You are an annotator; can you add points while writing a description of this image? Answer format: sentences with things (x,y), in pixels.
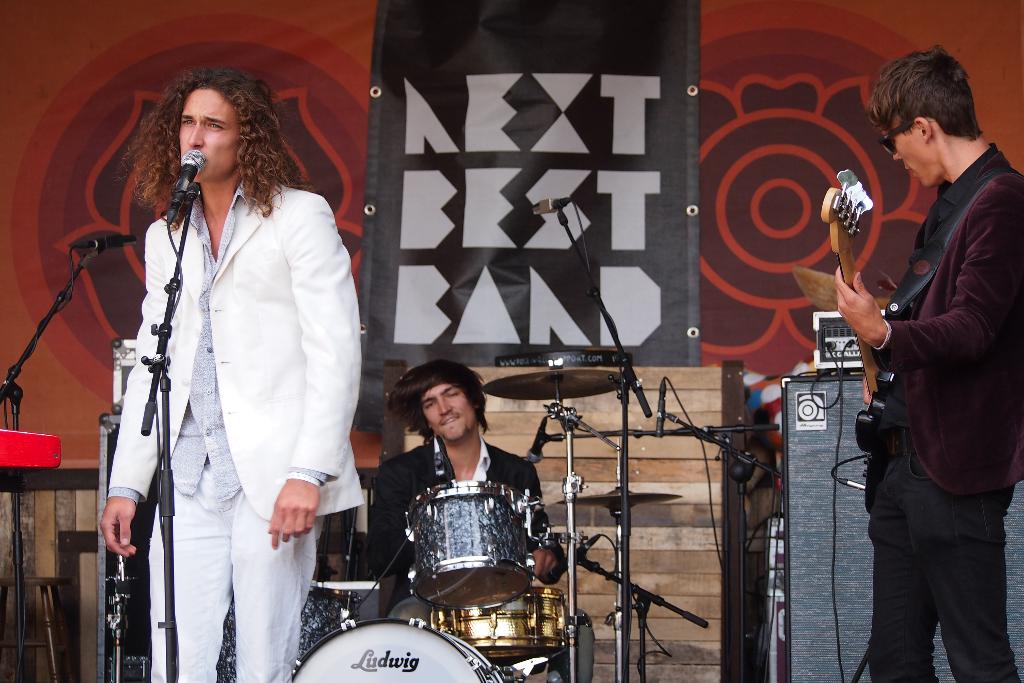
This picture is kept in a musical concert. There are three men (304,459) in this picture. Man (297,264) on the left corner of the picture (185,398) wearing white blazer (219,334) is singing song on microphone (197,153). Man (933,54) on the right corner of the picture (920,443) wearing brown blazer (936,357) is holding guitar (884,455) in his hands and playing it. The man (455,373) in the middle of the picture (451,373) wearing black blazer (391,484) is playing drums (424,566). Behind them, we see a wall (343,41) which is red in color.
